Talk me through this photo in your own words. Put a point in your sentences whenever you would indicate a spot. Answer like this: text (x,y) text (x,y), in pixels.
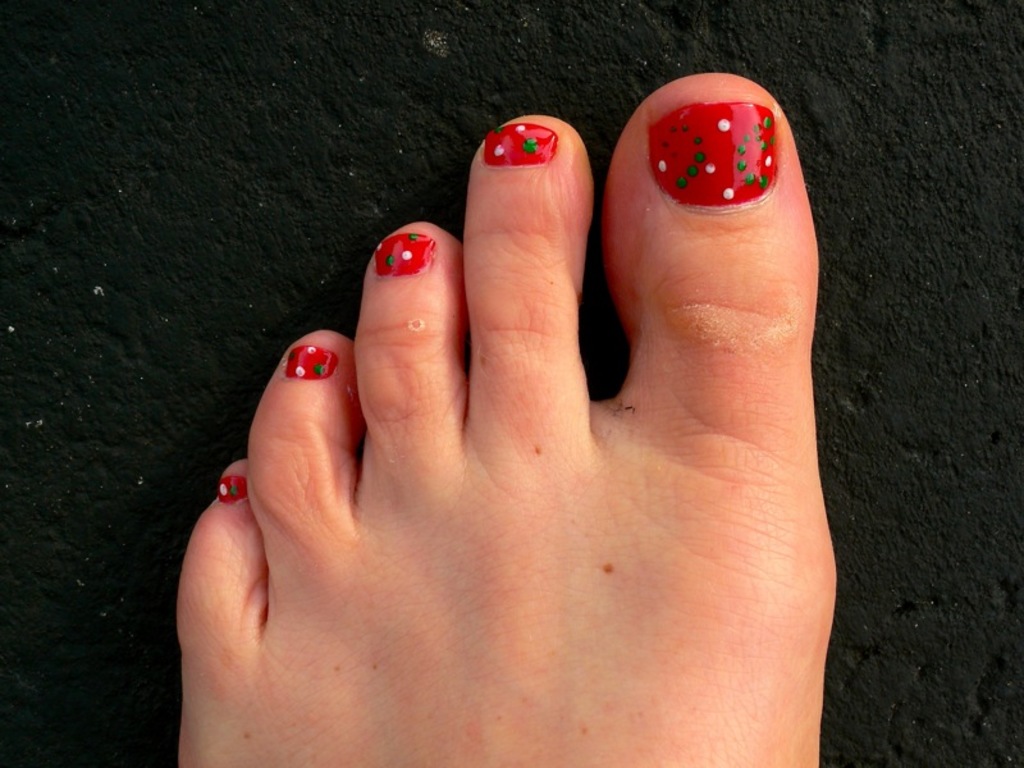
In this image we can see person's foot (401,561).
